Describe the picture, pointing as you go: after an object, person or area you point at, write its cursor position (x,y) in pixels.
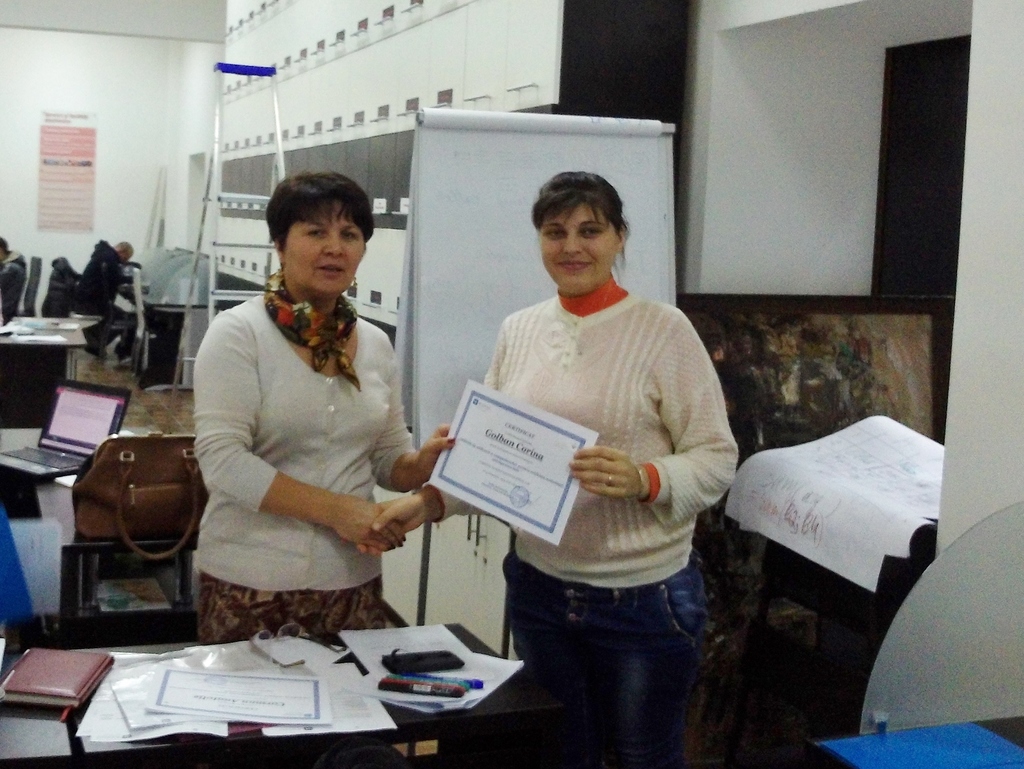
In this image there are two persons (383,422) wearing white color sweaters (369,494) and shaking their hands (393,505) each other and showing a certificate (478,496) to the camera and at the background of the image (15,194) there is a wall (123,216) and persons (118,346) doing some work.
